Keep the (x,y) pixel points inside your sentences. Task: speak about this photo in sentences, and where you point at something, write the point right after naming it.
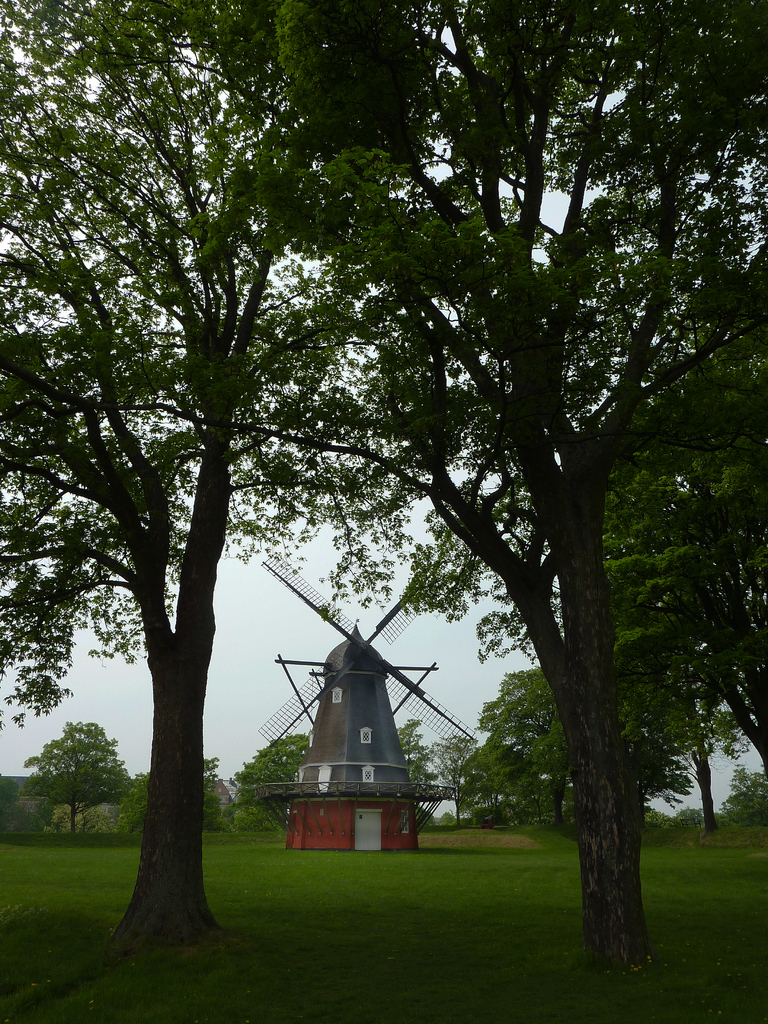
There are trees (692,480) and grassland (80,839) in the foreground area of the image (39,866), there are trees (290,762), a windmill (394,780) and the sky (230,607) in the background (341,652).
